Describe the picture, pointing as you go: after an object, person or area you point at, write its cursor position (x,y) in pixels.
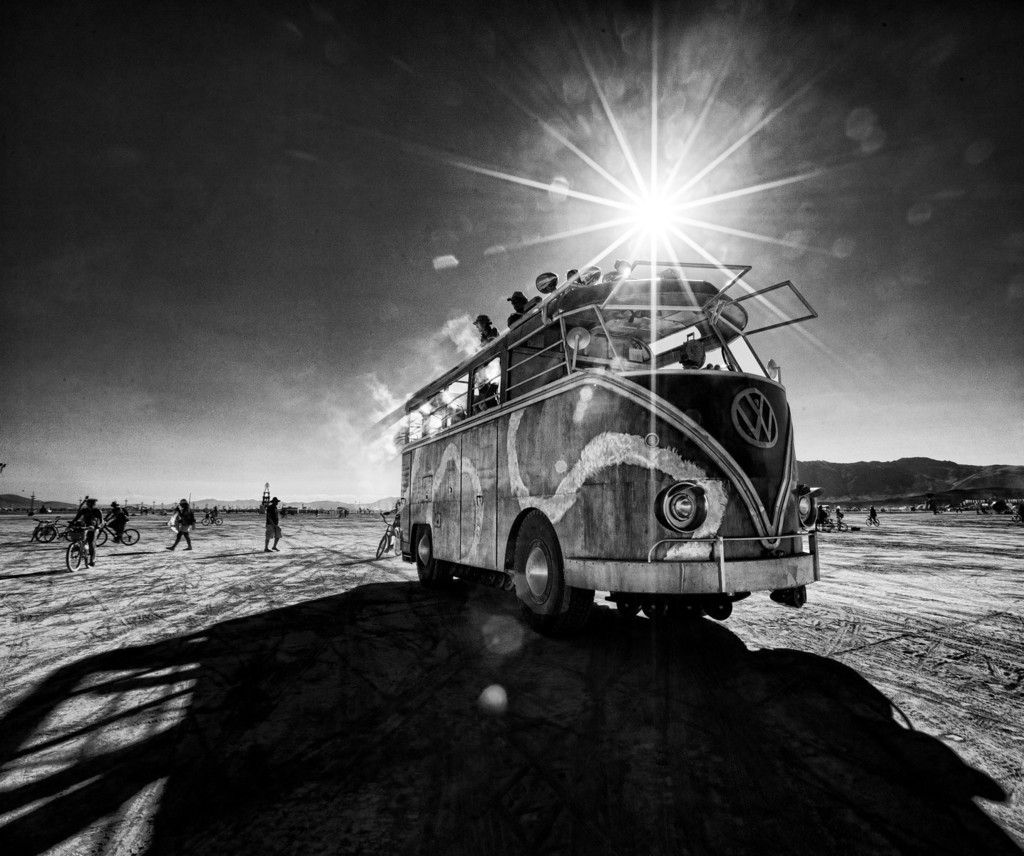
In this image I can see the black and white picture in which I can see a vehicle (639,502) on the ground (621,744). In the background (80,561) I can see few persons (114,517) riding bicycles (120,536), few persons (171,533) standing, few mountains (866,482), the sky (245,476) and the sun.
